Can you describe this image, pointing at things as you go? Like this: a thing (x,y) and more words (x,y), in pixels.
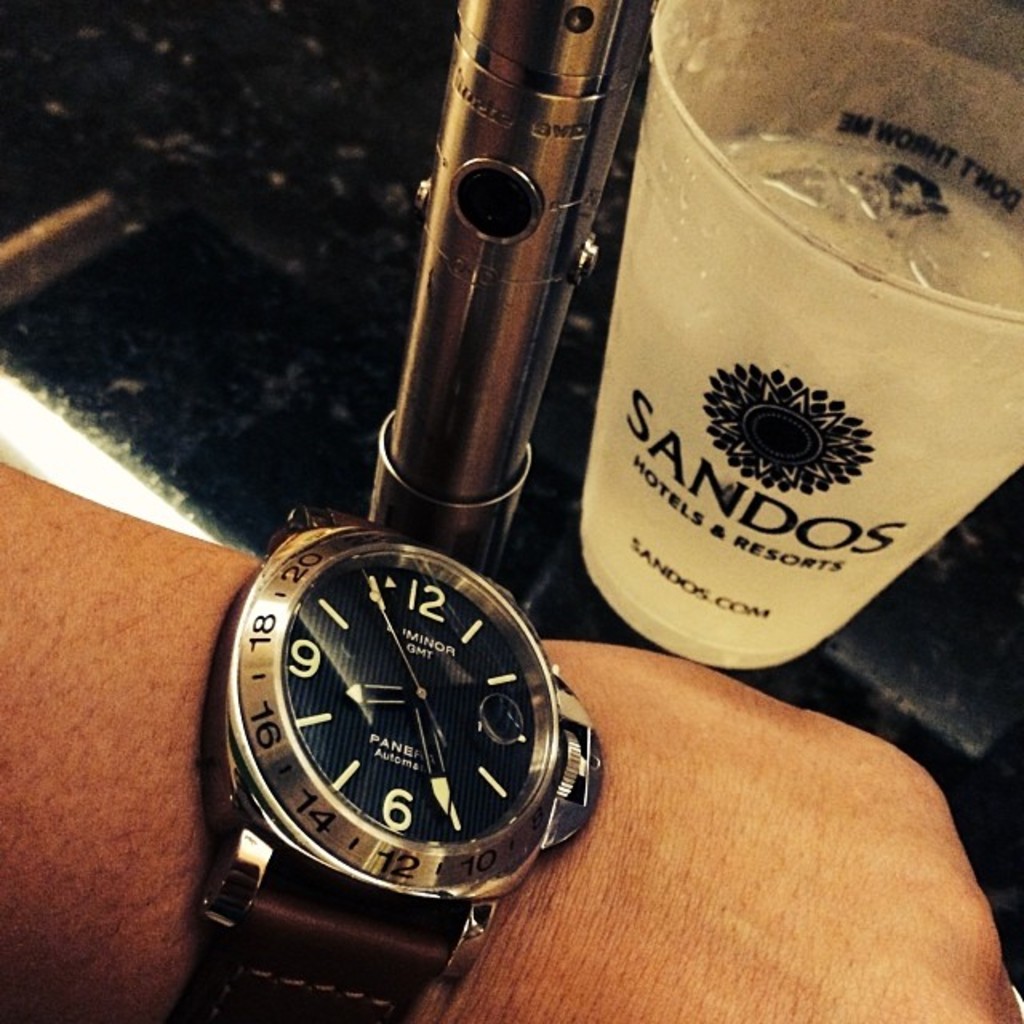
In this picture, we can see a Person's hand (232,552) with a watch (285,1004) and we can see the glass (968,20) with some liquid (1023,263) in it and an object (405,371) in the right corner (974,376) and we can see the ground (169,199).
